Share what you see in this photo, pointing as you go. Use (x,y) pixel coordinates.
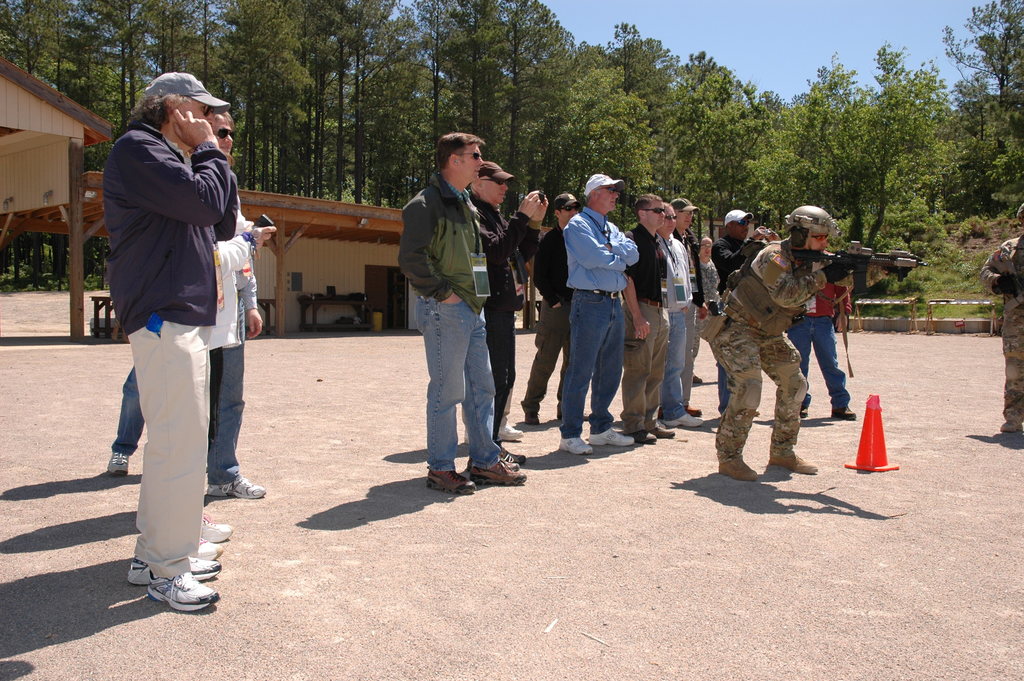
In this image I can see the ground (856,476), a traffic cone (876,407) and number of persons (443,286) standing. I can see a person (793,346) is holding a weapon (797,255) in his hand (845,269). In the background (880,235) I can see few sheds (347,259), few trees (325,130) which are green in color and the sky (789,70).
